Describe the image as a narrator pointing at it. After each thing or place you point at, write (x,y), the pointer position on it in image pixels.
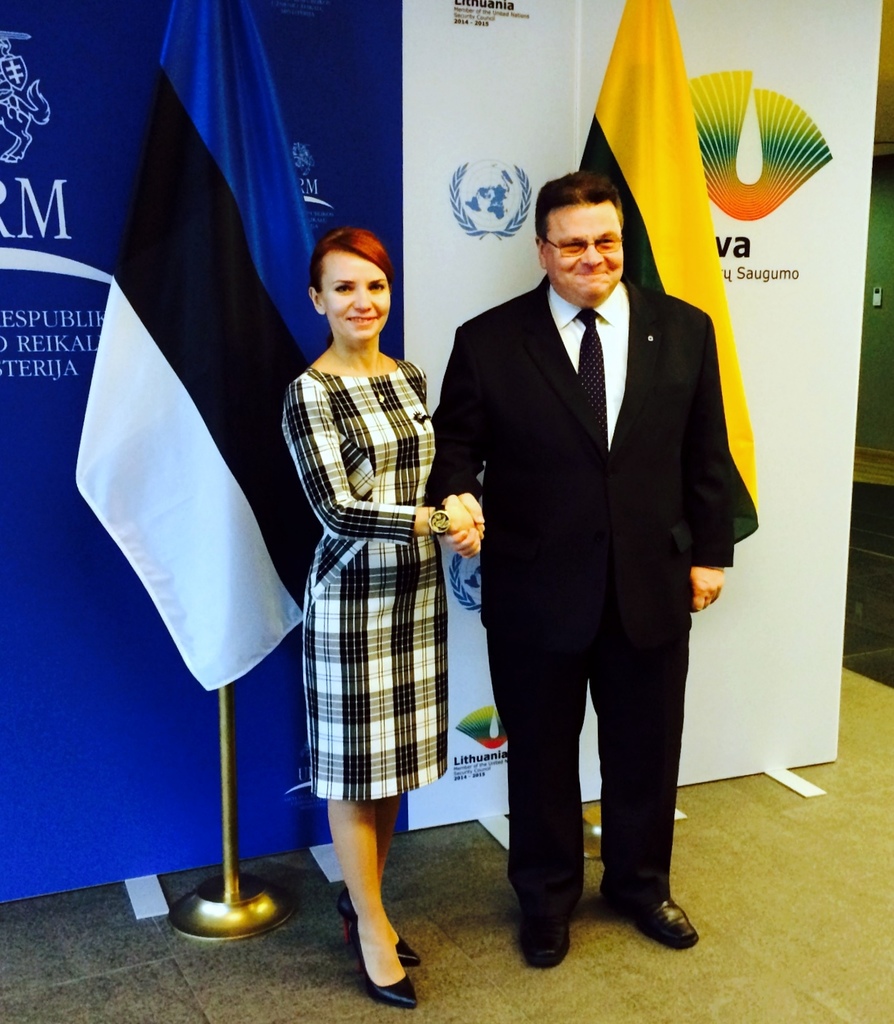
In this image we can see two persons (582,631). In the background of the image (462,193) there are flags (649,156), board (504,171) and other objects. On the right side of the image (891,381) there are some objects (890,363). At the bottom of the image (858,932) there is a floor (454,989).
